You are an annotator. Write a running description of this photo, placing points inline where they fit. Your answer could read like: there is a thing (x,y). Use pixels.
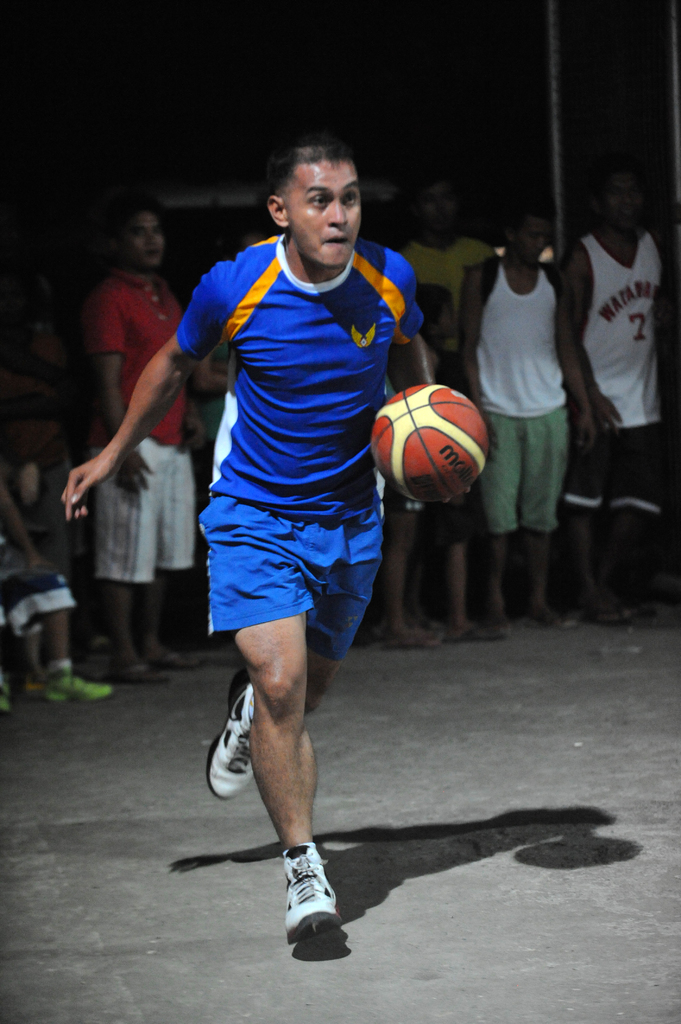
As we can see in the image there are few people (384,276) and the man (312,291) who is running here is holding ball (424,462).
